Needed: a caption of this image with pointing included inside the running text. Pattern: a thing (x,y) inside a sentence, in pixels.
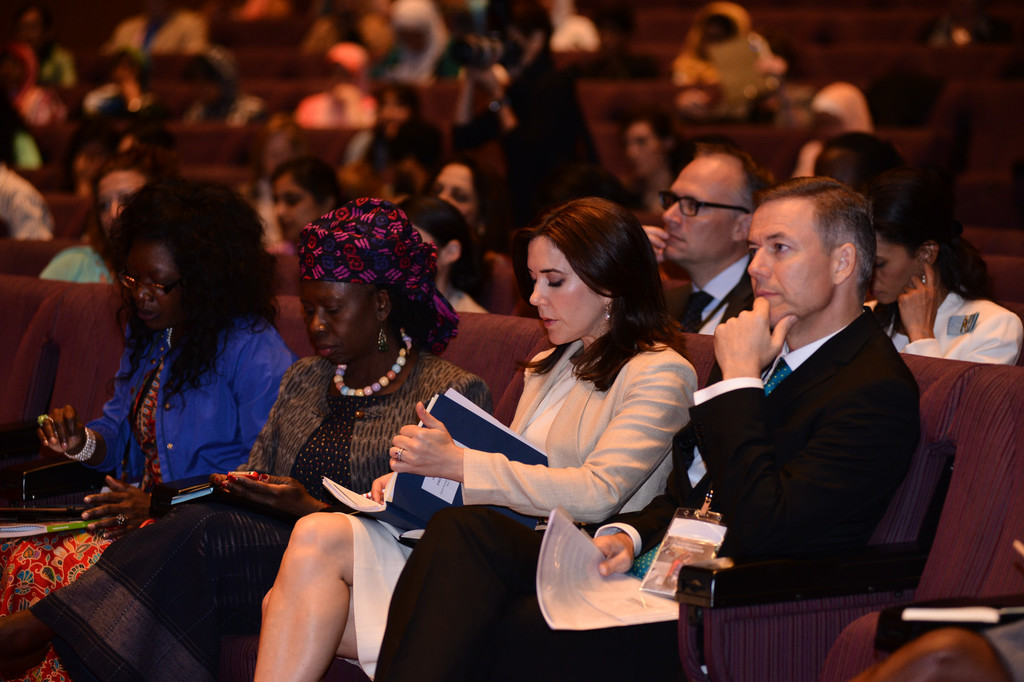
In this image we can see a few people (473,191), some of them are sitting on the seats (603,22), one person (565,116) is holding a camera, some people (420,330) are holding books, papers (556,521), and the background (10,40) is blurred.
